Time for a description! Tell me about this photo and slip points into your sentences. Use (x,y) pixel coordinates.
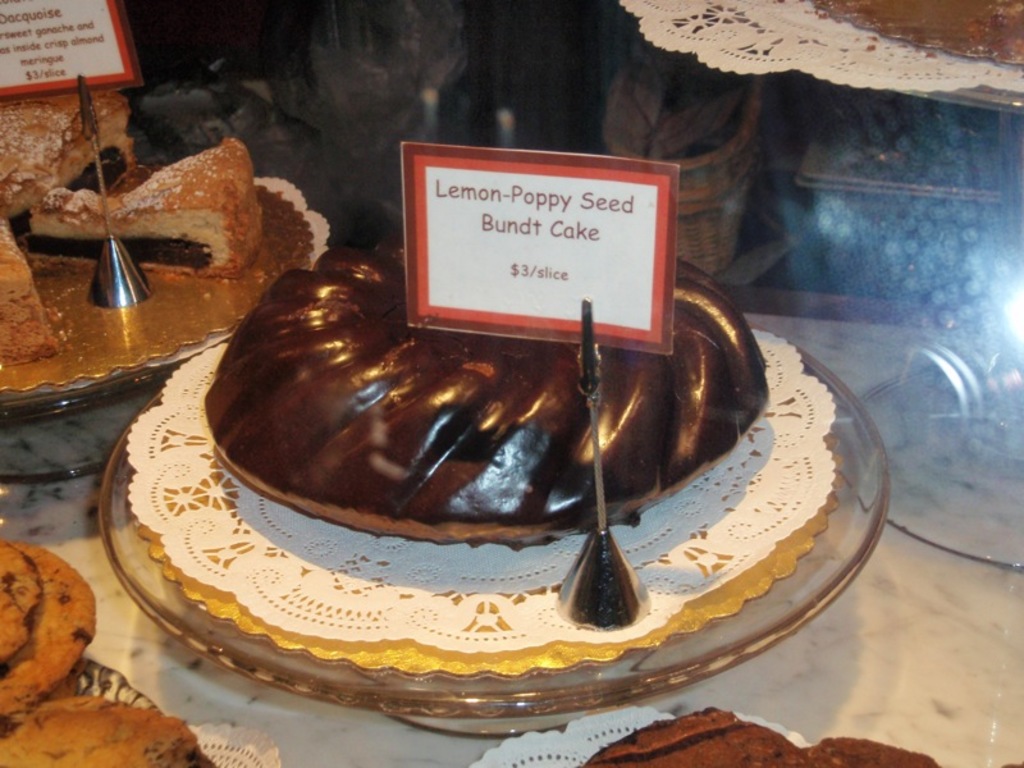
In this image I can see few plates (14,399) which consists of a cake (469,405), pastries (128,206) and some other food items (145,708). Along with the food items (248,321) there are two tags (504,294) on which I can see the text (542,274). On the right side (950,500) there is a glass object (942,455). These are placed on a white surface (901,661). The background (297,77) is blurred.
